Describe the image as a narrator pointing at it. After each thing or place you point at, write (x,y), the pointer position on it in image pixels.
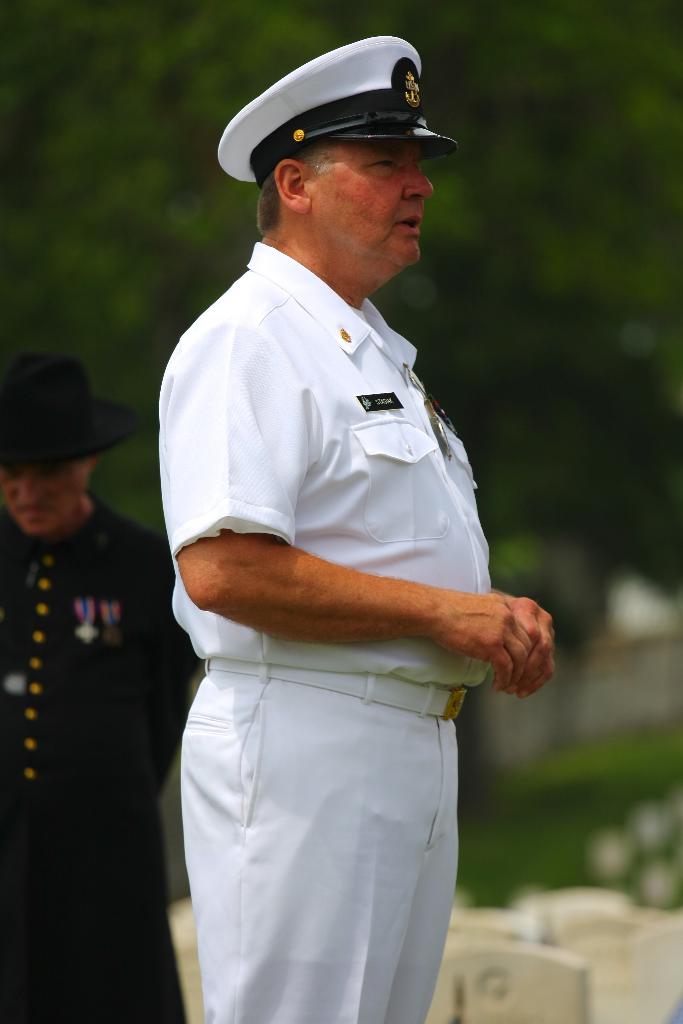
In the foreground of the image (261,639) there is a person (354,688) wearing white color uniform (322,358) and a cap (347,125). Behind him there is a person (41,577) wearing a black dress (70,586) with a hat (50,410). In the background of the image (172,324) there are trees (164,249).
